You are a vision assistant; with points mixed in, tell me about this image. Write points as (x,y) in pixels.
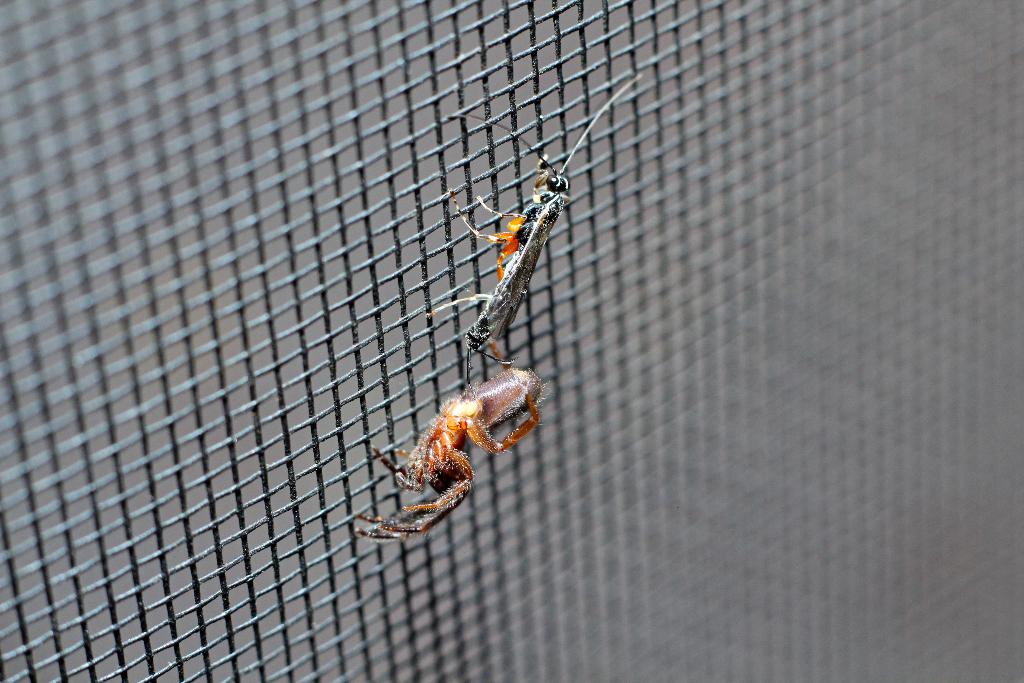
In this picture we can see two insects (469,344) on a grill (516,342).
